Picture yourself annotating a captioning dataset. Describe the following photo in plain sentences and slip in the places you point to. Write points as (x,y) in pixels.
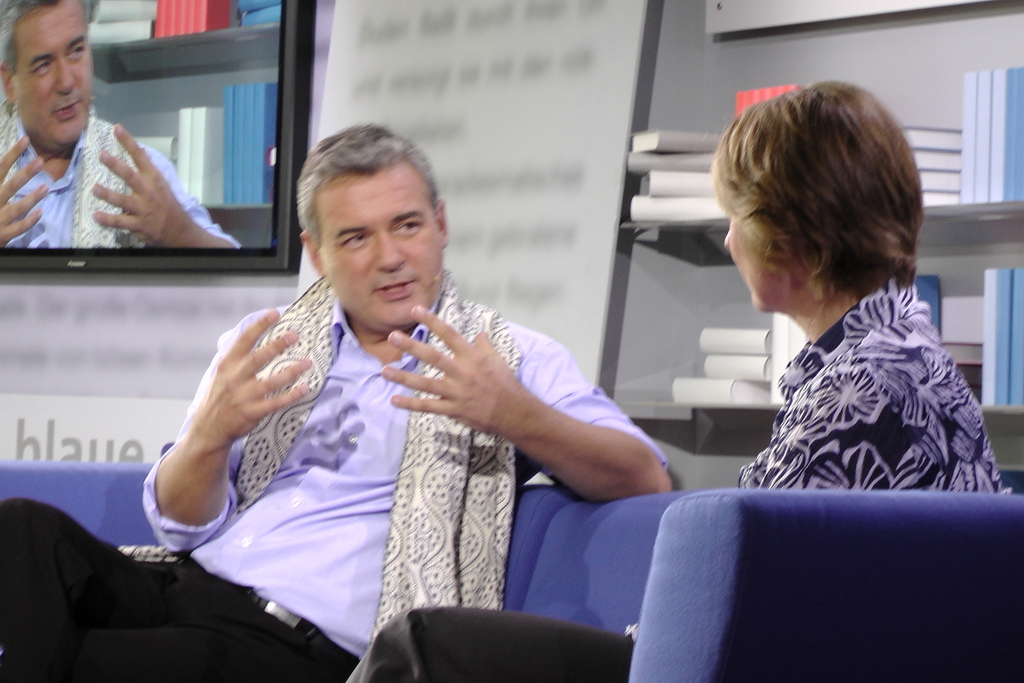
In this picture there is a man (395,485) and a woman (843,385) sitting on a sofa (526,560). There are many books (689,173) in the shelf (644,217). There is a television (262,194).
